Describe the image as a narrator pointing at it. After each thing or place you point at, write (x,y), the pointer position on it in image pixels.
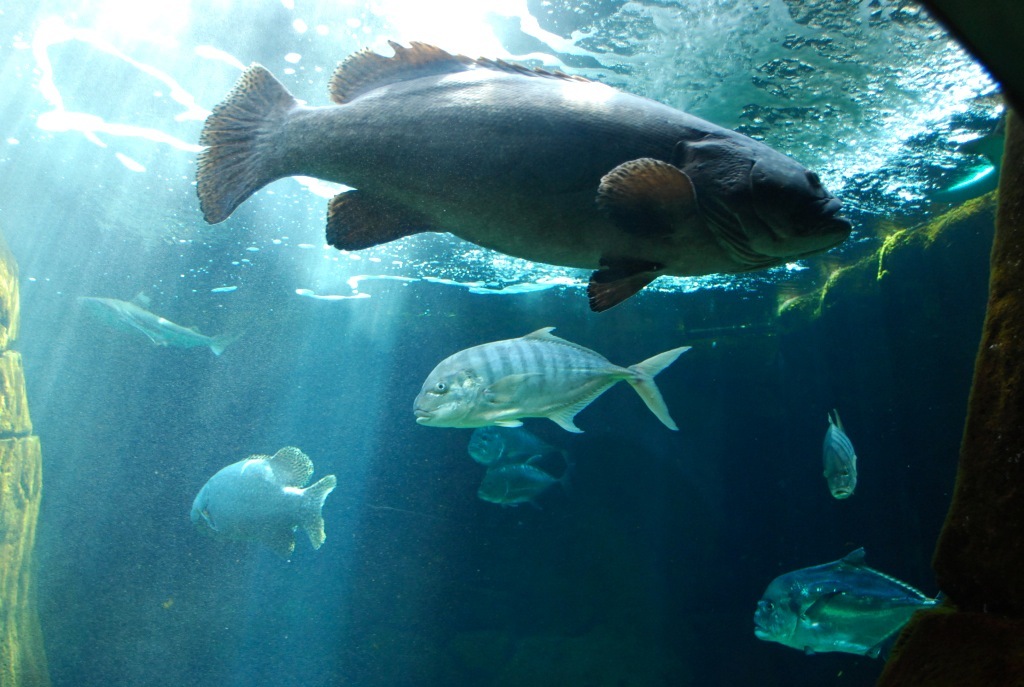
In this image, we can see fishes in the water (509,539).
